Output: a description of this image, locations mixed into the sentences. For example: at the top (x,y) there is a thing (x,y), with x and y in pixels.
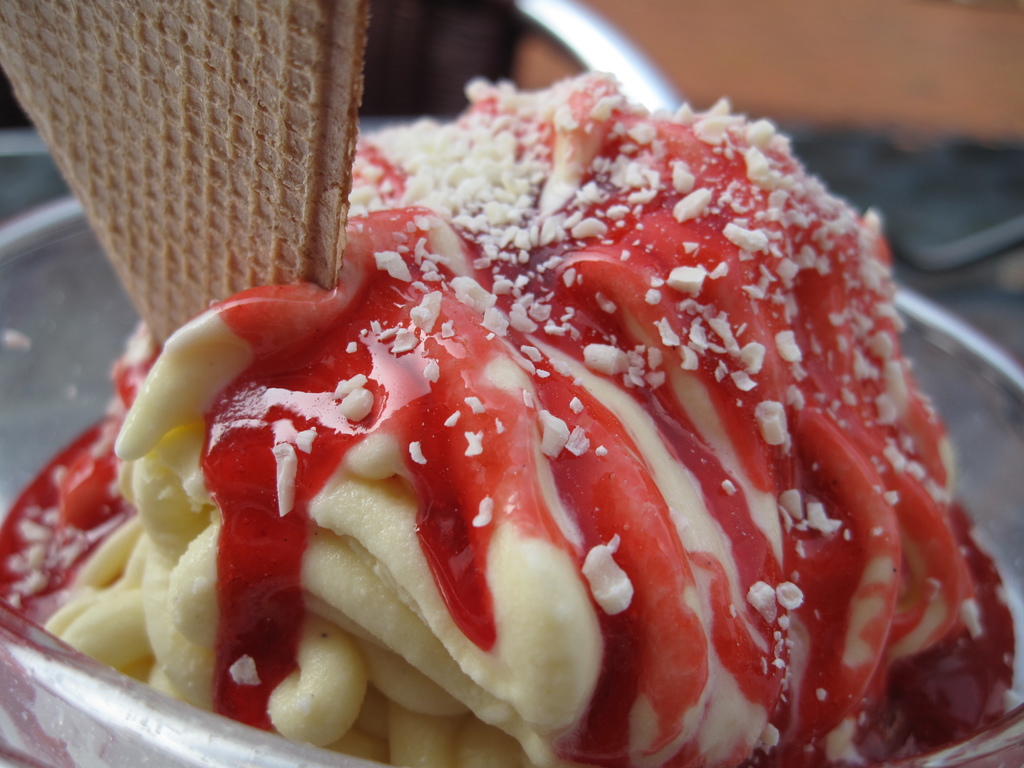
In this image I can see a food (511,388) in cream, red, white and brown color. Background (992,208) is blurred.
